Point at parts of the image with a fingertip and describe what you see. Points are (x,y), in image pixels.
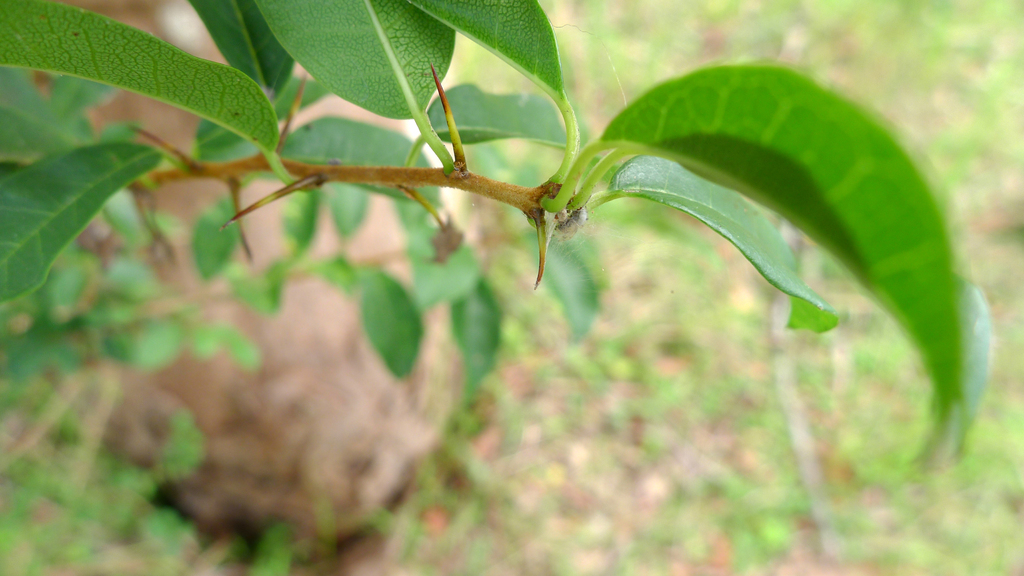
This picture is clicked outside. In the foreground (397,179) we can see the leaves (404,118) and the stems (463,169) of the plants (120,297). In the background (672,427) we can see the green grass (979,46) and an object (347,333) seems to be the rock (302,430).
